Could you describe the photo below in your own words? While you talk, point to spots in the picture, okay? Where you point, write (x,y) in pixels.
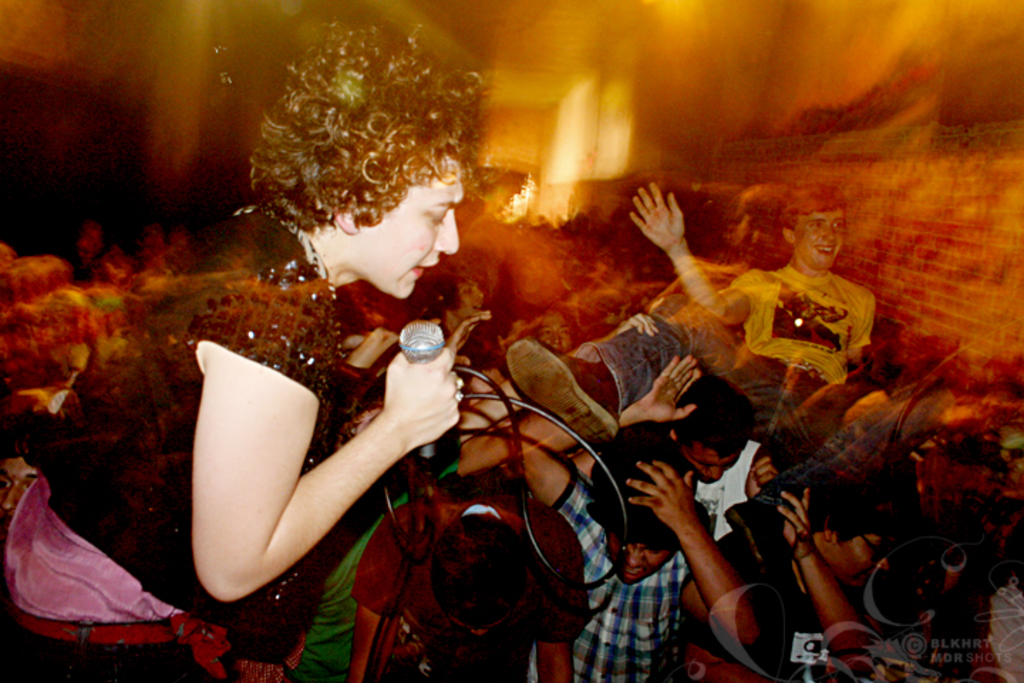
In this image we can see some group of kids (740,468) standing and a woman (208,387) wearing black color dress (229,349) holding microphone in her hands (400,424) and in the background (528,75) image is blur.
